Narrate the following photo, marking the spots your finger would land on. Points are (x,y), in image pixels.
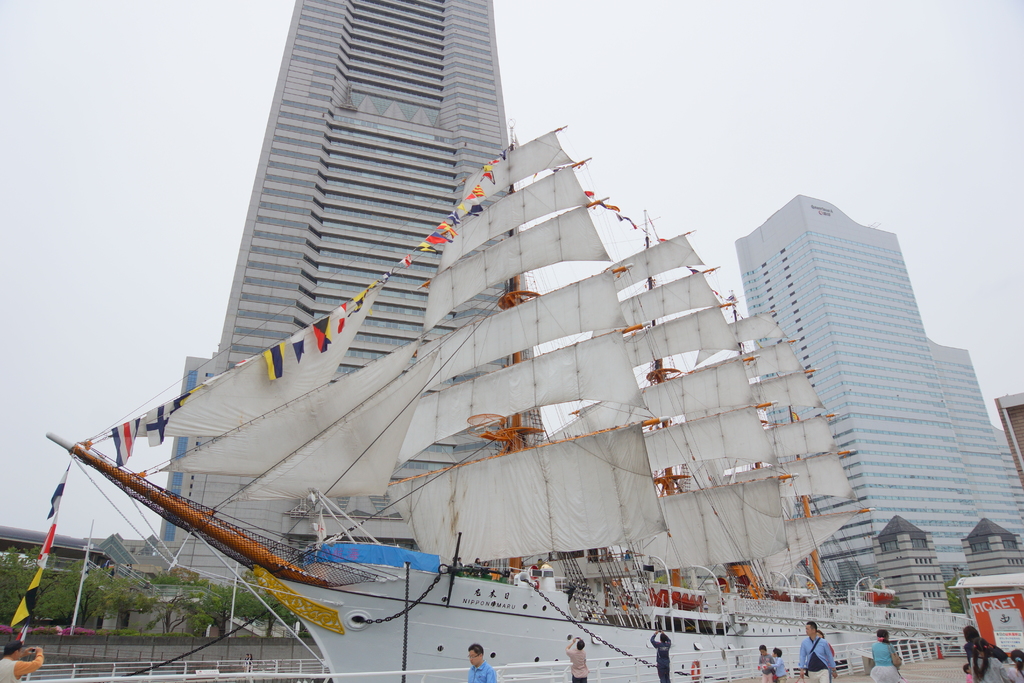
In this picture, we can see buildings (1003,459), ship (785,639), and a few people (875,649), we can see fencing (952,626), posters (986,633), trees (109,603) and the sky (184,162).
